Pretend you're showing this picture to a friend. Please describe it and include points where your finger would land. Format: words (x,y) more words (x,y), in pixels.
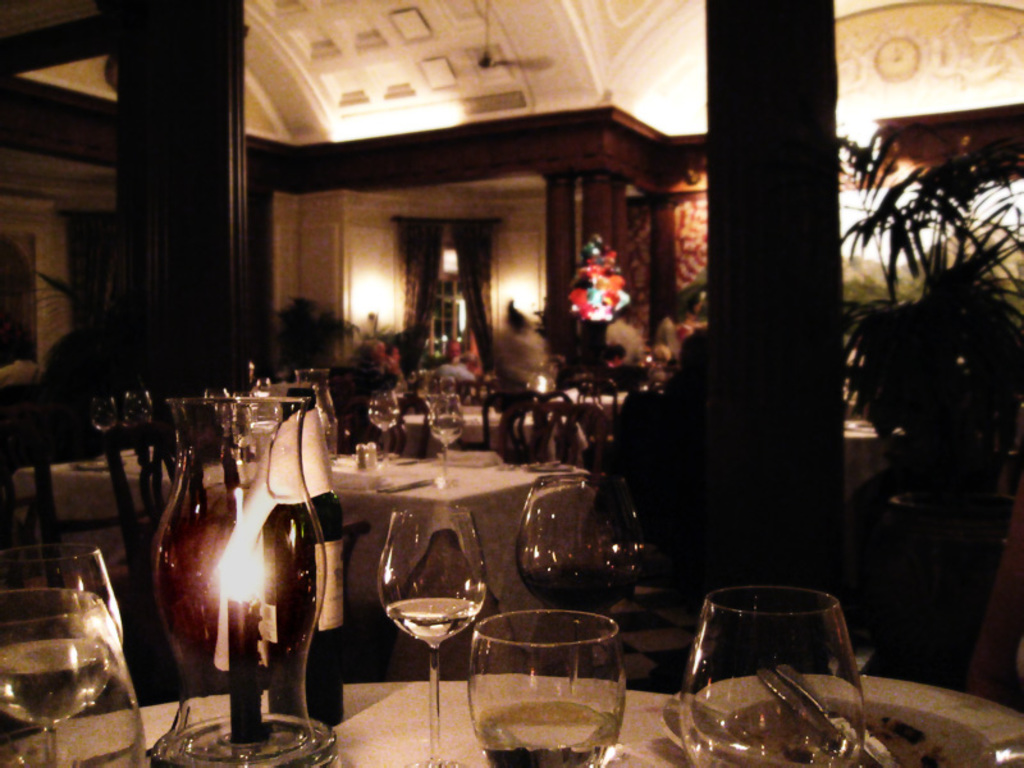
This is the picture where we have some glasses (567,564) and candle (255,538) on the table (422,700) and behind there are two pillars (725,237), plant (987,475) and a other tables (502,561) on which there are some things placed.
